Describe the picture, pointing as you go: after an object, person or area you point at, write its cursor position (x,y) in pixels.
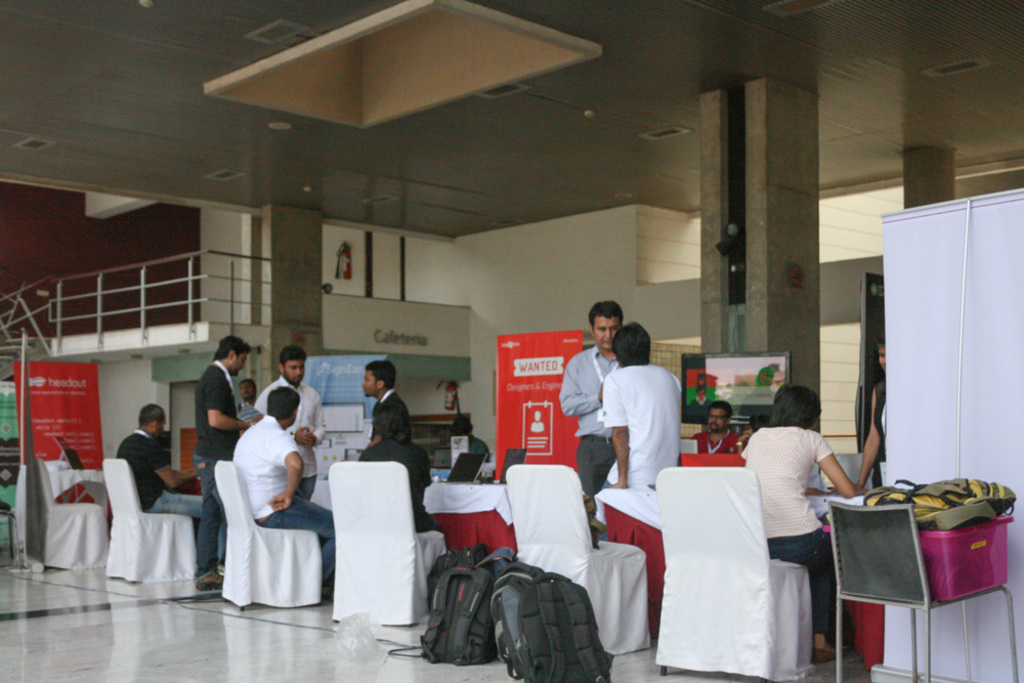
There are many persons (594,395) sitting on chairs (397,527) and standing. On the floor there are some bags (439,641). On the right side (875,592) on the chair (879,565) there is a basket (947,565) with a bag (945,513). There are many pillars (776,275). Also in the background (151,286) there is a railing (151,286) and there are red color banners (61,415). In the back (743,385) there is a TV (776,360) mounted on the pillar (748,287).
